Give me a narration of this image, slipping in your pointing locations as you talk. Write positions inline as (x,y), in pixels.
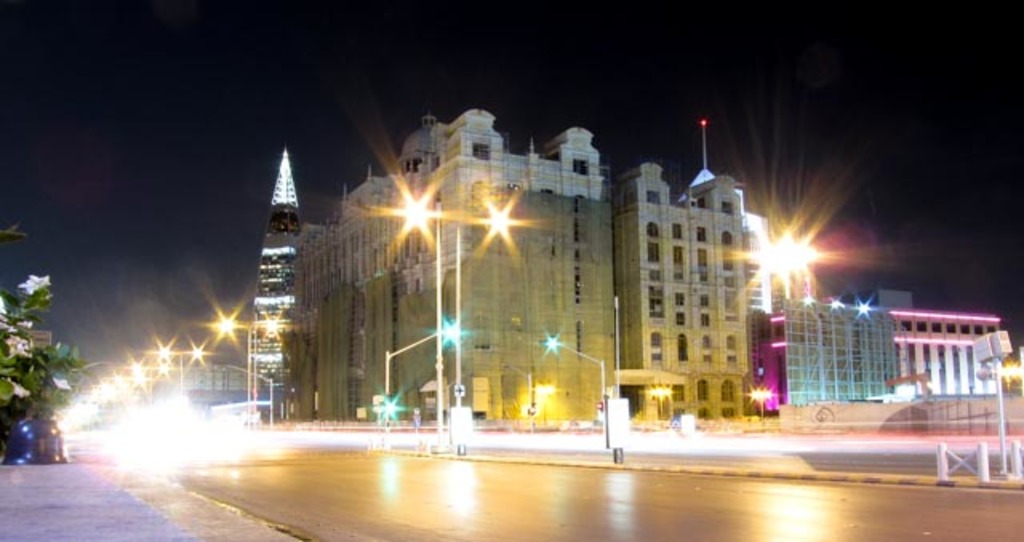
In this picture we can see view of the road (259,438). Behind there is a big building (361,390) and some street lights (413,223). On the left side (53,381) there is a small tree (39,389) and many street lights (106,387) on the road (474,496).
